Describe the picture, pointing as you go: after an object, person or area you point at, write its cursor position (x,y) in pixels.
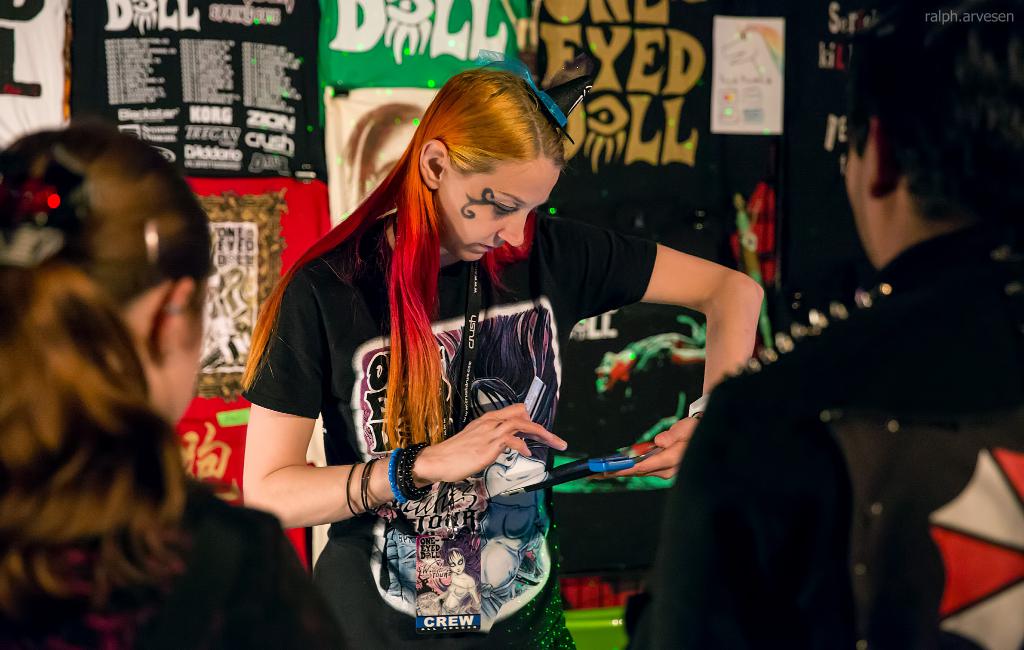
In this image I can see three persons (766,435) standing. In front (429,326) the person (553,368) is wearing black color dress (491,514) and holding some object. In the background (720,244) I can see few banners (656,12) in multicolor.
